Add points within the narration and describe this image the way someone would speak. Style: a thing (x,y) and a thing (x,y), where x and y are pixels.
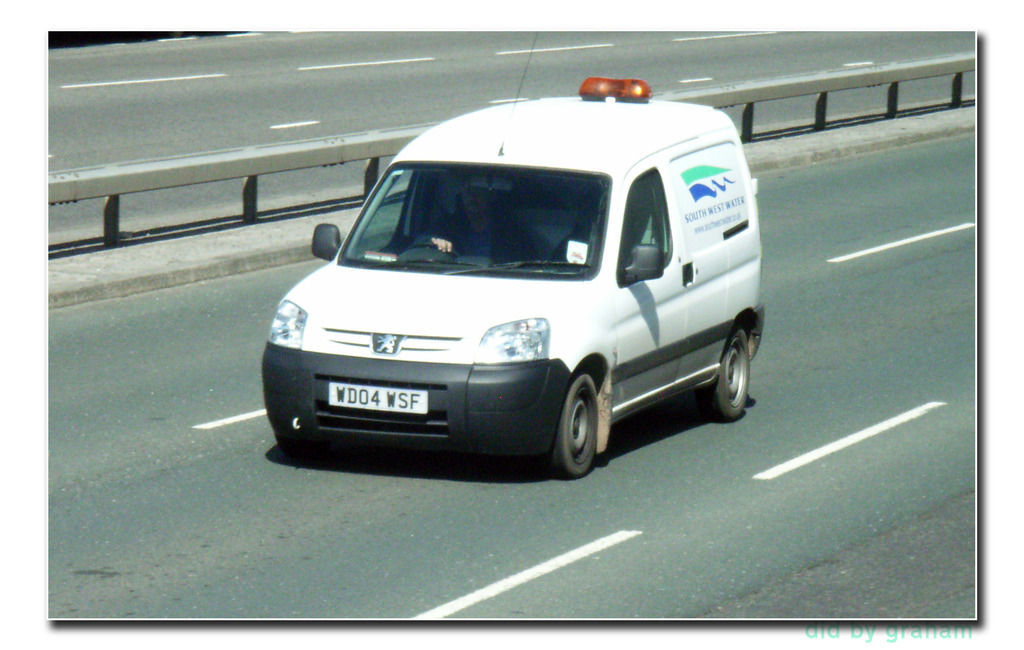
In this image I can see the vehicle (436,413) on the road (537,475). The vehicle (612,363) is in white color and I can see the number plate (349,396) to it. I can also see the person (481,202) inside the vehicle (374,238). To the right of the vehicle (400,234) I can see the railing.
